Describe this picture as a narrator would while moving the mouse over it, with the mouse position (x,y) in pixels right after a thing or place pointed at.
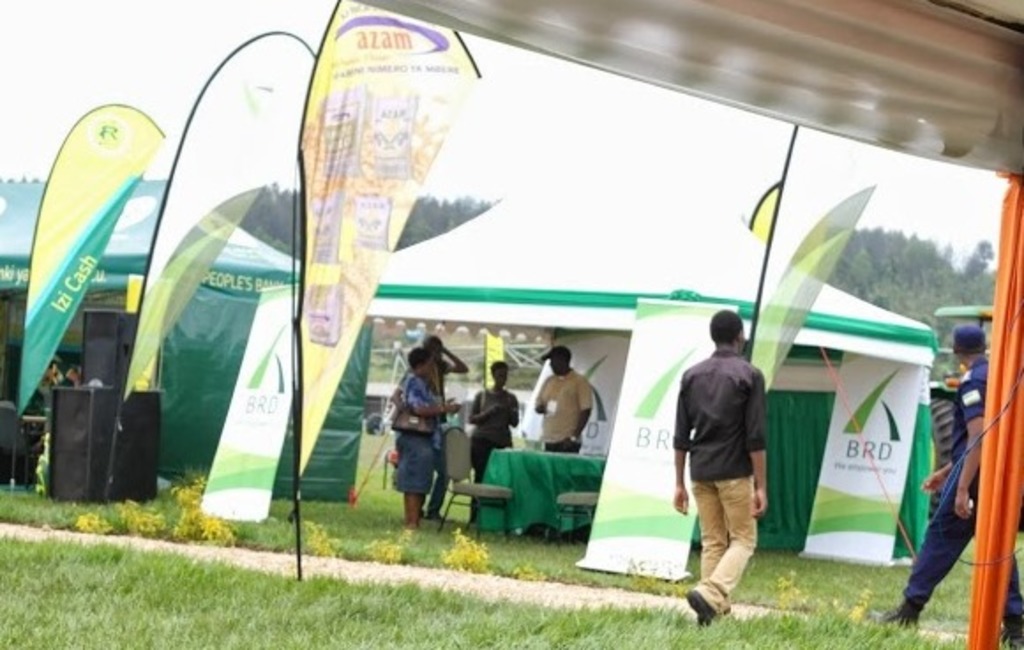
In this image we can see persons (507,430) standing under the parasols (441,282) and some are walking on the grass (674,620), advertisements (234,228), speakers (116,356), tables (527,467), chairs (498,488), trees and sky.
